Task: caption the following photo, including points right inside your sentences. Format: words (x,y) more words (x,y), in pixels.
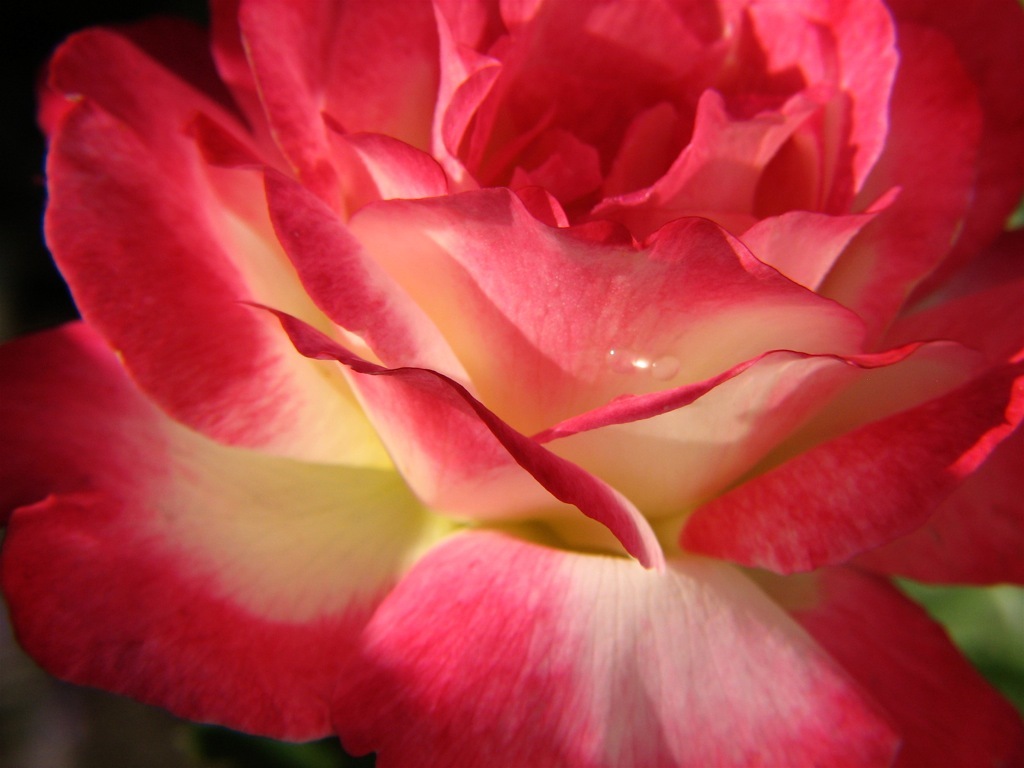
In this image I can see a rose flower (565,294) which is red, yellow and cream in color. I can see the black and green colored background.
